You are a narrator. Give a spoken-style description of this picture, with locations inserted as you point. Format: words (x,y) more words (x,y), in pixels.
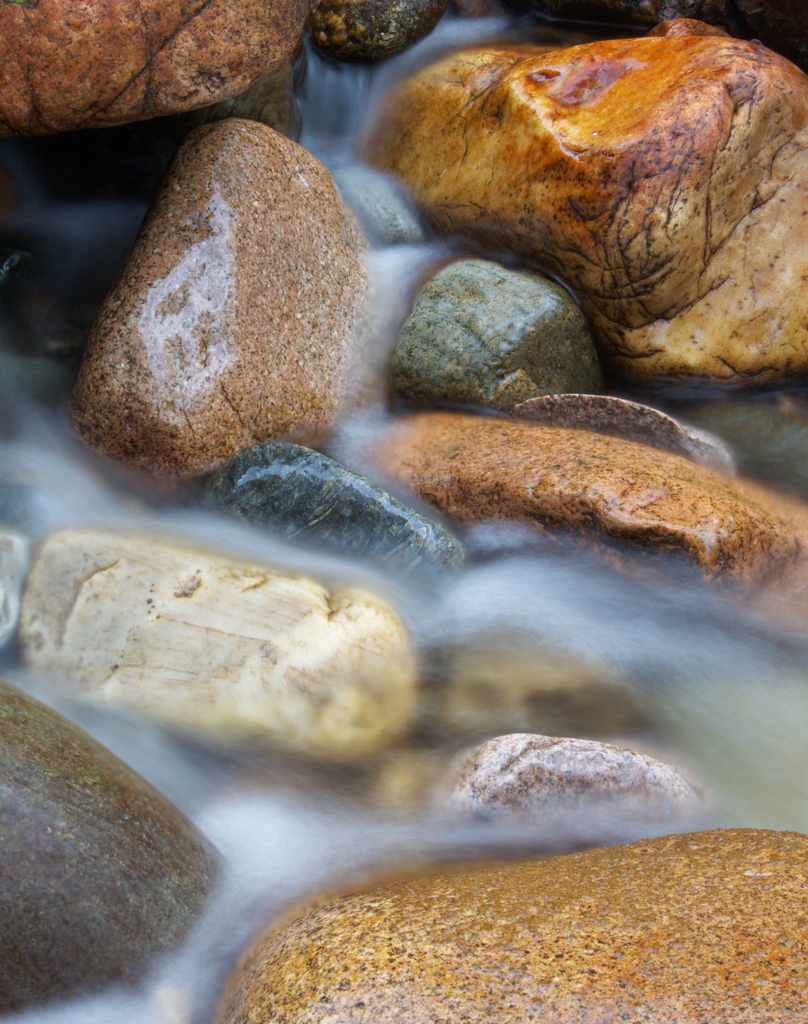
In this picture there are stones (194,412) and water (455,608). The water (455,608) is flowing.
